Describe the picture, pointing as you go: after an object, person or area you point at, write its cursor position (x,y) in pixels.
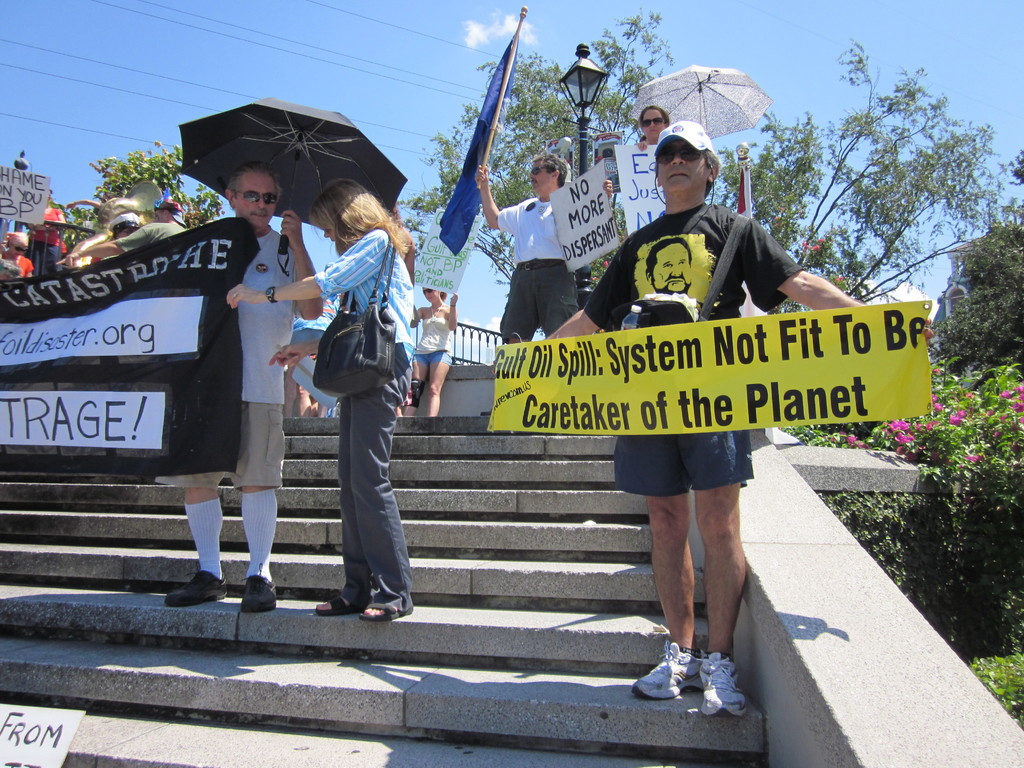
In this picture, we can see a few people (566,308) holding some objects (512,373) like posters (582,371) with some text (668,349), and we can see stairs (515,516), ground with grass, plants (863,214), flowers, poles (577,106), wires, lights (565,89), and the sky (696,62) with clouds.
